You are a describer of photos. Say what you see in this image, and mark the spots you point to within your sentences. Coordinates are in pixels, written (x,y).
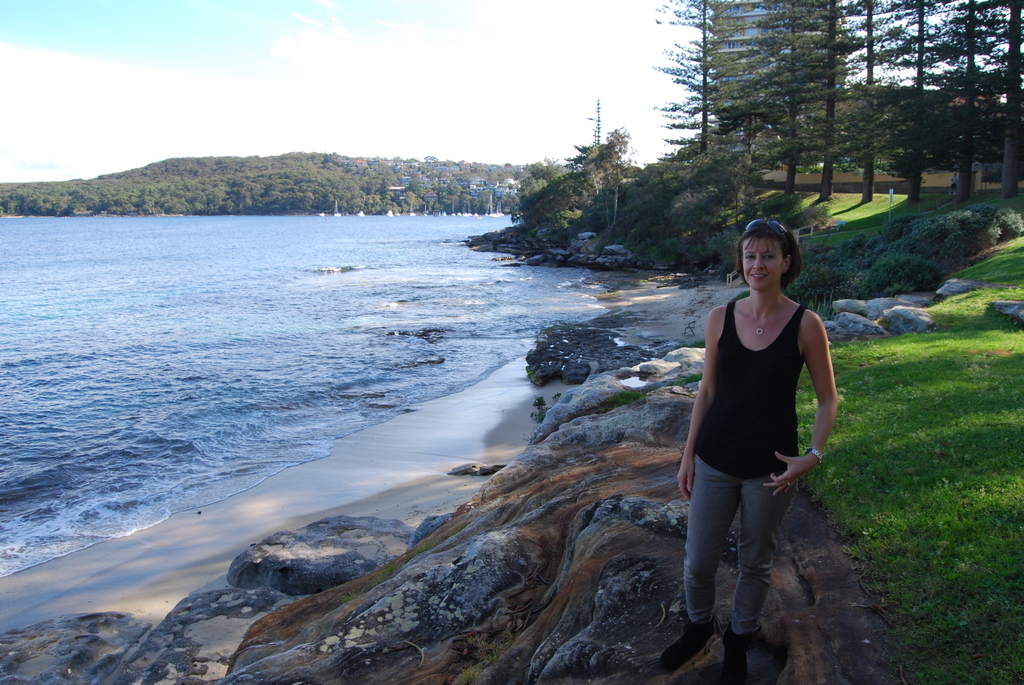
In this image there is a river (360,348), a woman (689,485) standing on the bank (552,505) of a river (373,334), in the back ground (723,186) there are trees (690,189), mountains (123,186) and a sky (322,96).
